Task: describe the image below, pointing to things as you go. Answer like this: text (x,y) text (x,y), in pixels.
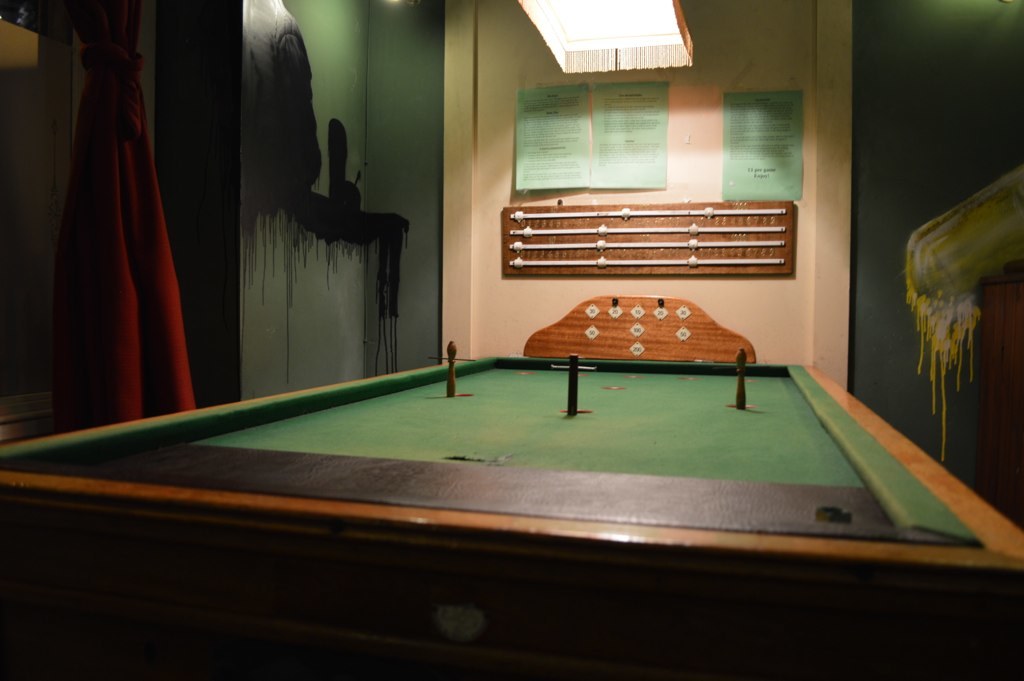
In the given image we can see a table (489,361).
